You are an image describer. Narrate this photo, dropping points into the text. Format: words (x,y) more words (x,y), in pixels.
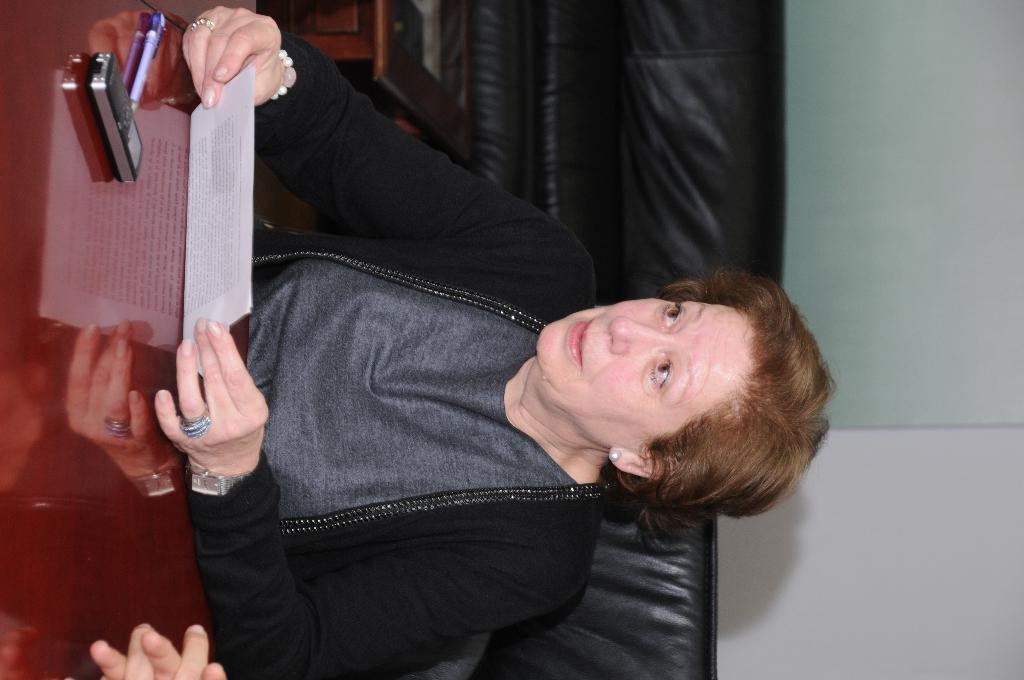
This image consists of a sofa (585,131). There is a person (475,415) in the middle (477,354). She is holding a paper (195,301). In front of her there is a table (31,43). On that there are mobile phone (103,95) and pen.
